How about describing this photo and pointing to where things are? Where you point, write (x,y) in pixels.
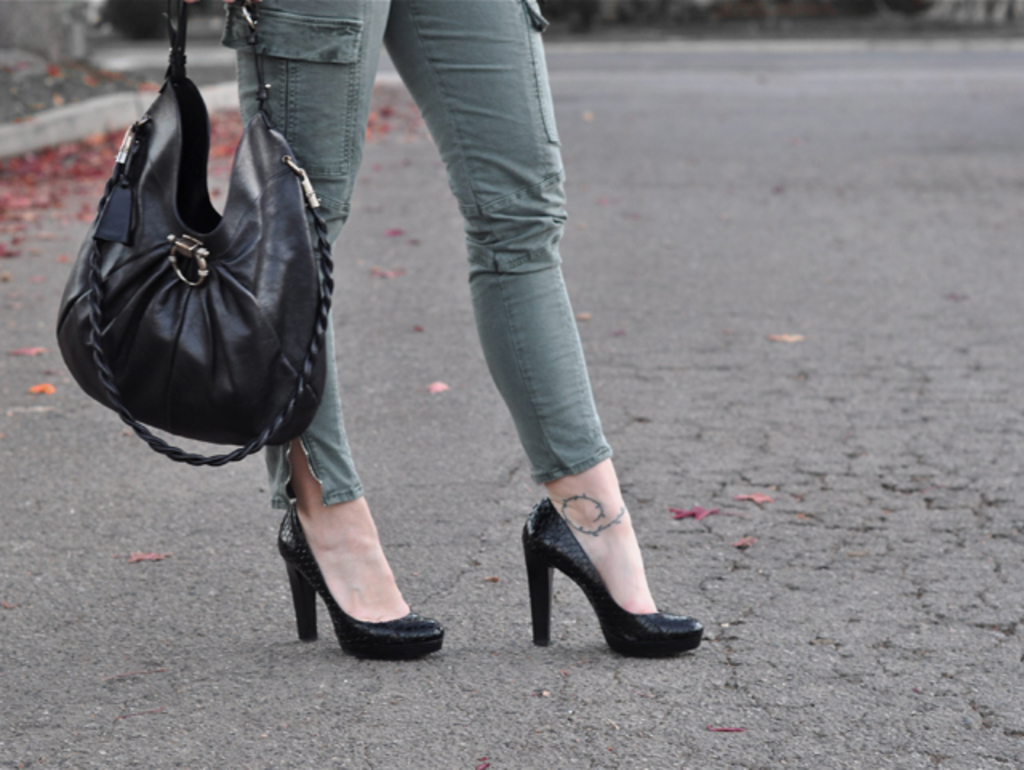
The legs (336,129) of a lady (336,129) is shown in this picture with a handbag (230,247). The lady (482,35) is wearing a high heels shoes (321,592). In the background (26,178) we observe few red leaves (25,191) on the ground (51,374).
